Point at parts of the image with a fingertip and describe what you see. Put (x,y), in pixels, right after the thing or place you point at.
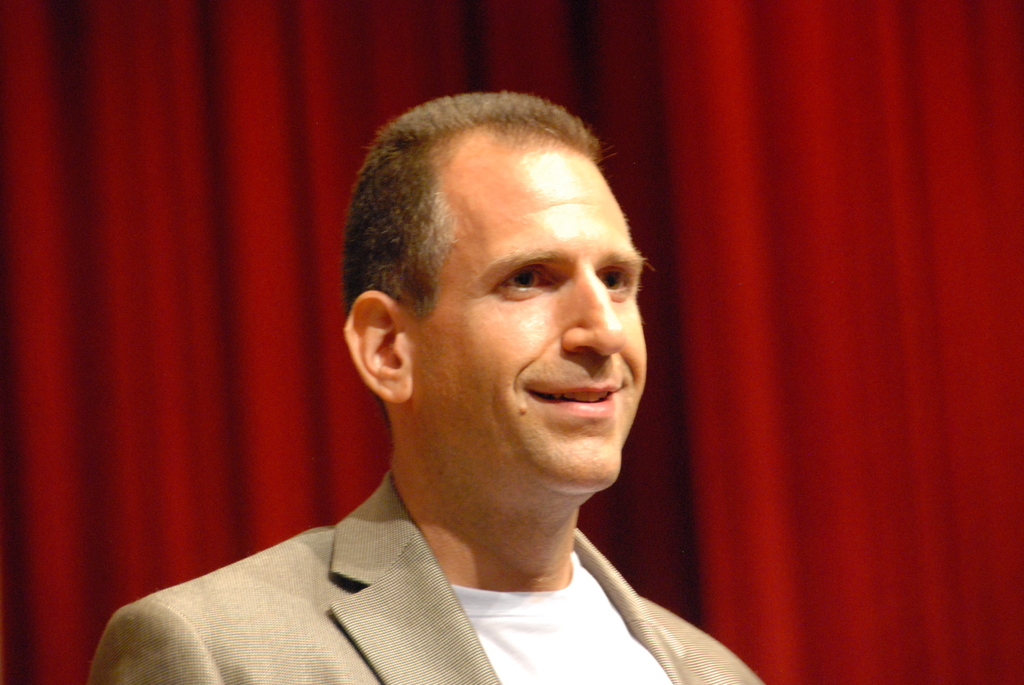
This person (605,574) wore a suit (605,574) and smiling. Background (199,331) it is in red color.
